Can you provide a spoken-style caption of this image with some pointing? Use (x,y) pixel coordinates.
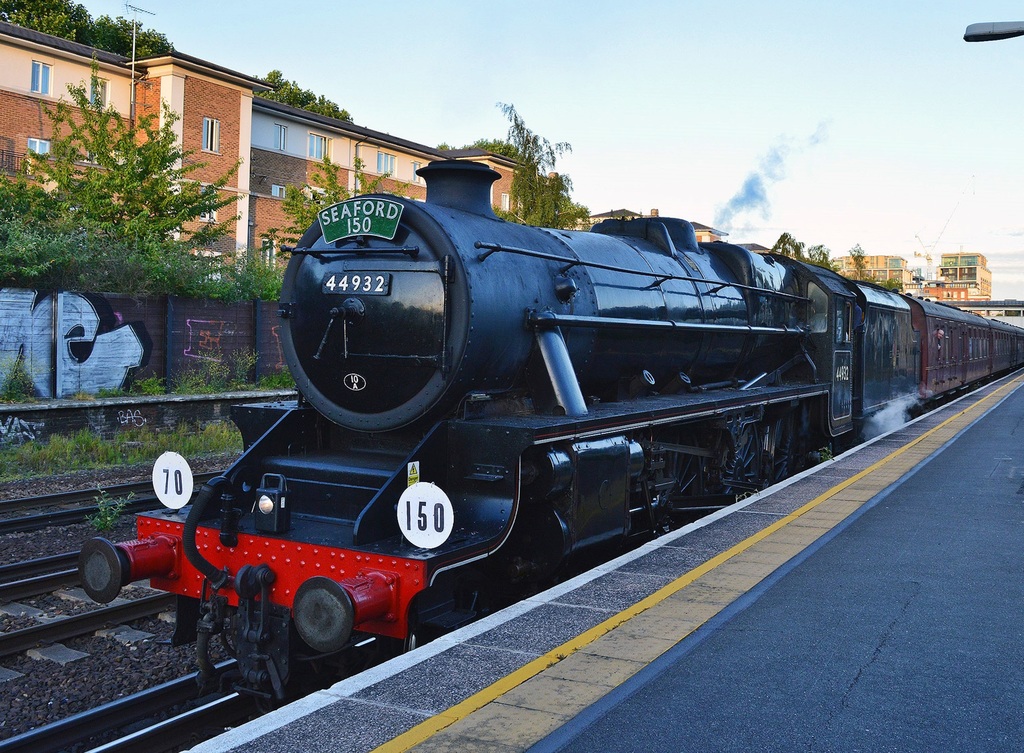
In this picture there is a train (401,278) in the center of the image (489,324) and there are buildings (431,157) and trees (146,179) in the background area of the image (431,157) and there is a platform (948,706) in the bottom right side of the image (937,691).
